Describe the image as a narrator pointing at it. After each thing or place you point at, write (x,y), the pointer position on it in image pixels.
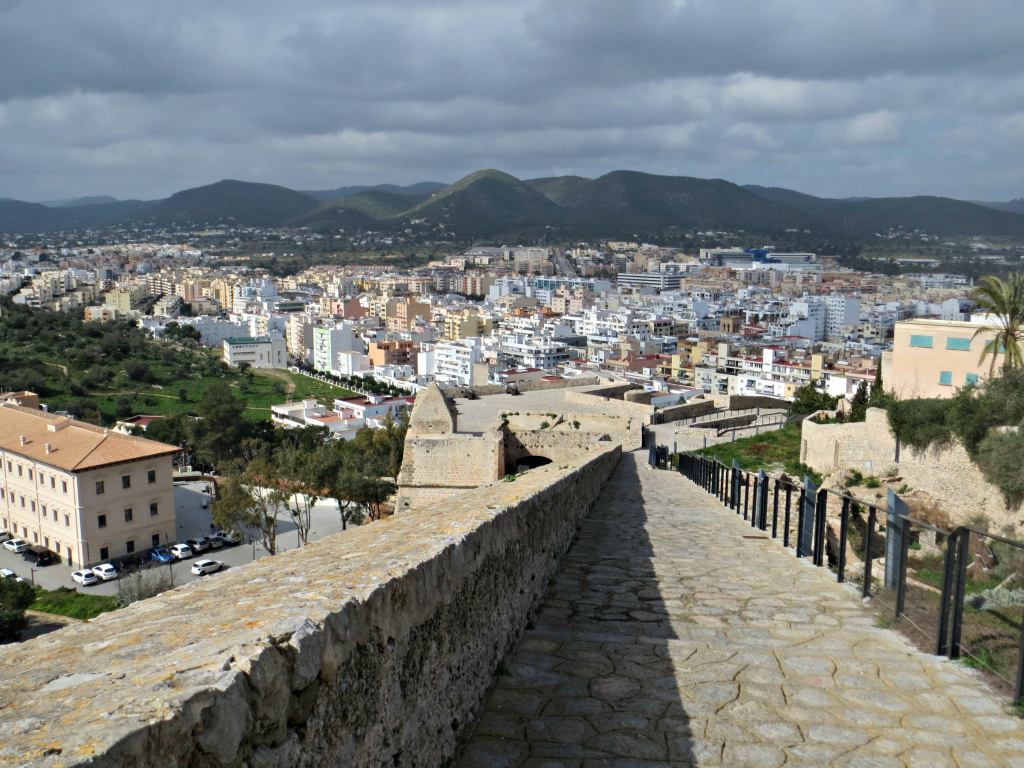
In this image, we can see a footpath (579,660), wall (441,645), railing (869,565). Background (165,247) there are so many trees (1017,466), buildings (129,463), houses (965,294), vehicles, roads (302,514), plants (1009,502), mountains (495,206) we can see. Top of the image (606,45), there is a cloudy sky (401,108).
